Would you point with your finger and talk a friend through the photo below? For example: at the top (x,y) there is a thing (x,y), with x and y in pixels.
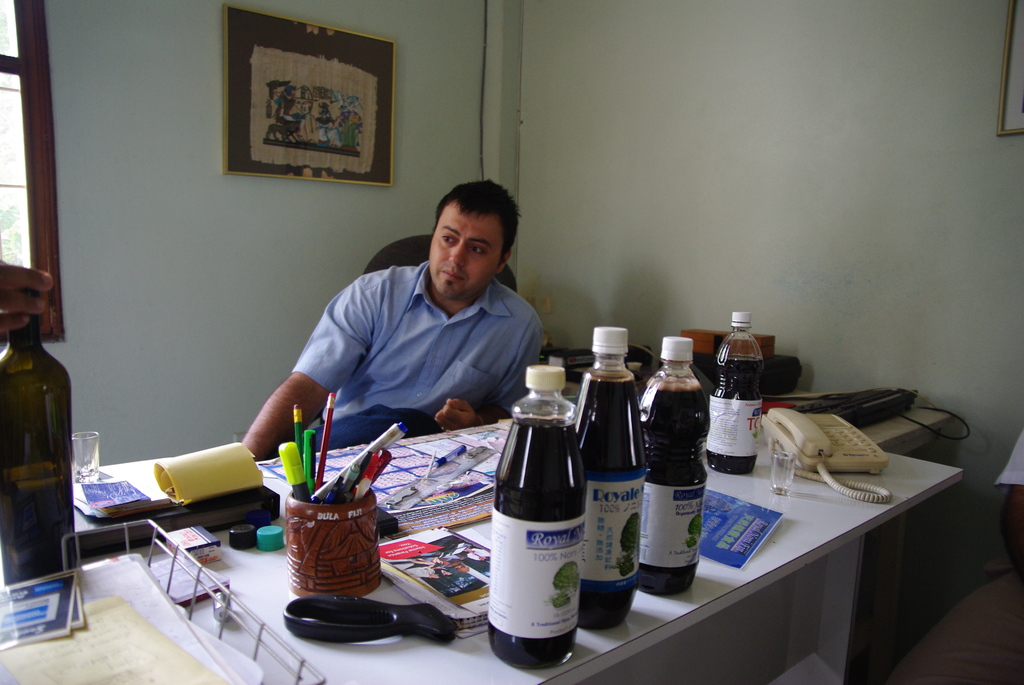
In this image, There is a table (802,563) which is in white color, There are some bottles (505,496), These is a brown color object (327,556), There is a telephone (796,462) in white color on the table (808,510), There is a man (357,328) sitting on the chair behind the table (346,669), In the background (579,196) there is a white color wall (560,189) and there is a picture (360,99) on the wall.
